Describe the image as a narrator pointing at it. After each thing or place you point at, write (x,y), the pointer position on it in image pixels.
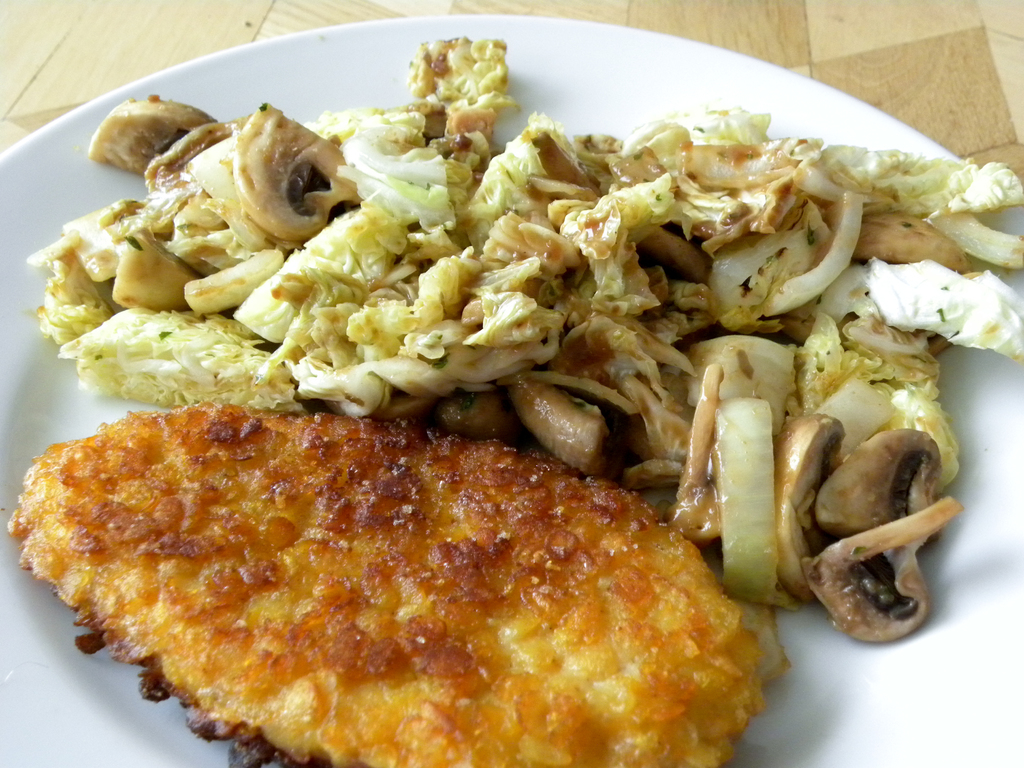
There is a white plate (268,63) on a surface (853,57). On the plate (679,83) there are some food item (555,339).
